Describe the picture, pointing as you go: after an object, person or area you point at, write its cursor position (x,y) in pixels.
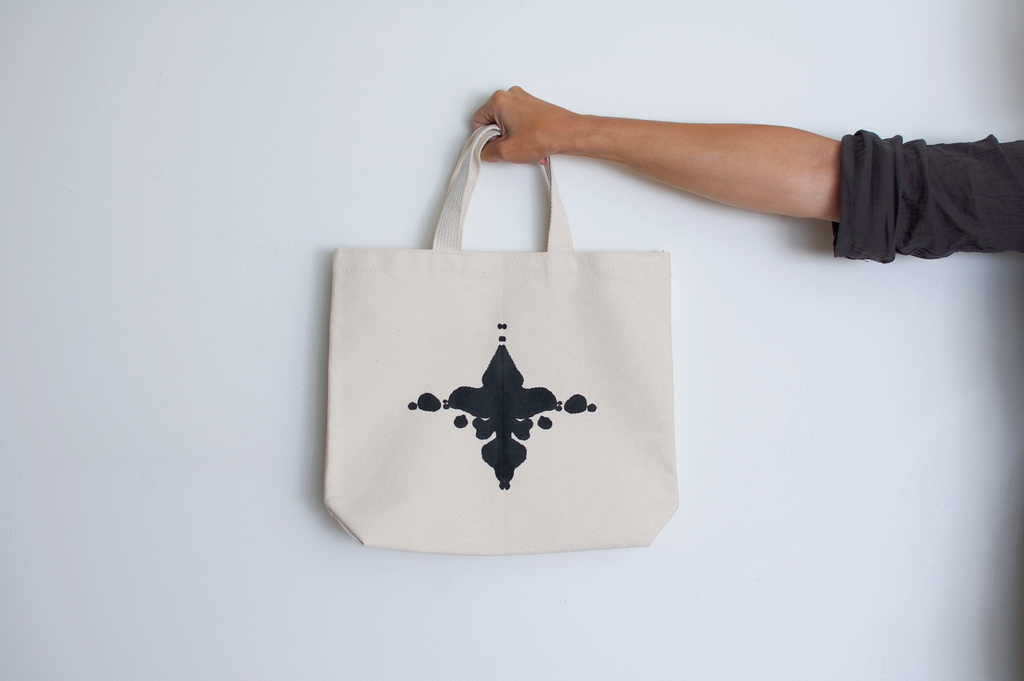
In this picture we can see the human hand (776,157) holding a bag (433,378).
